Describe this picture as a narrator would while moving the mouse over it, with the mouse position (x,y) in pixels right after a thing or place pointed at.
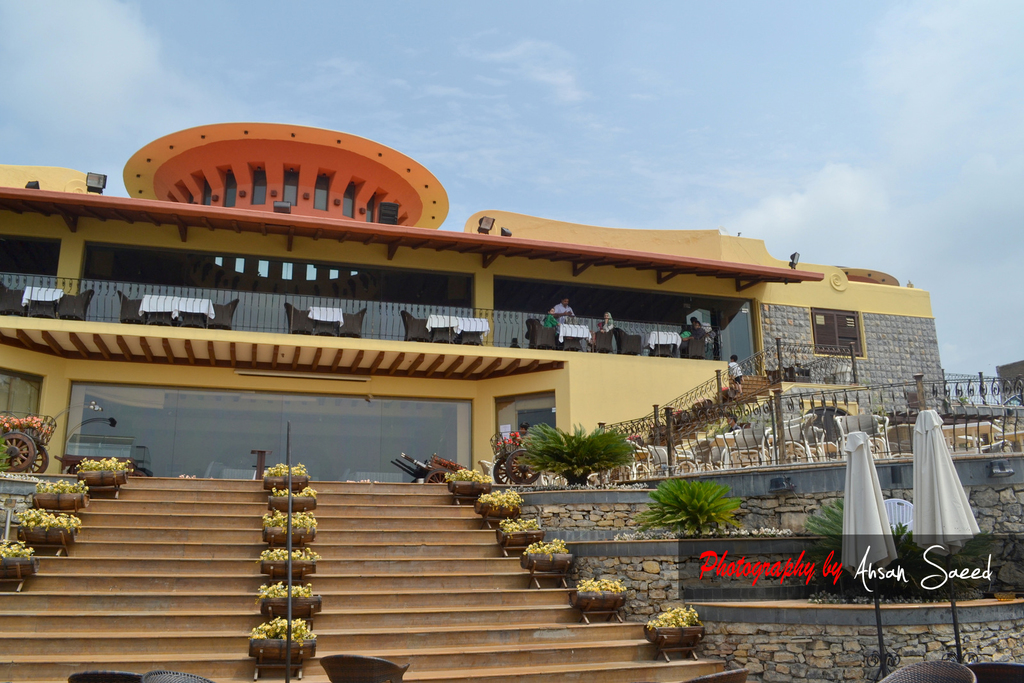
At the center of the image (435,384) there is a building (470,379), in front of the building (125,410) there are stairs (130,509). On the stairs (326,554) there are some flower pots (60,496). In the background (533,115) there is a sky (586,104).
